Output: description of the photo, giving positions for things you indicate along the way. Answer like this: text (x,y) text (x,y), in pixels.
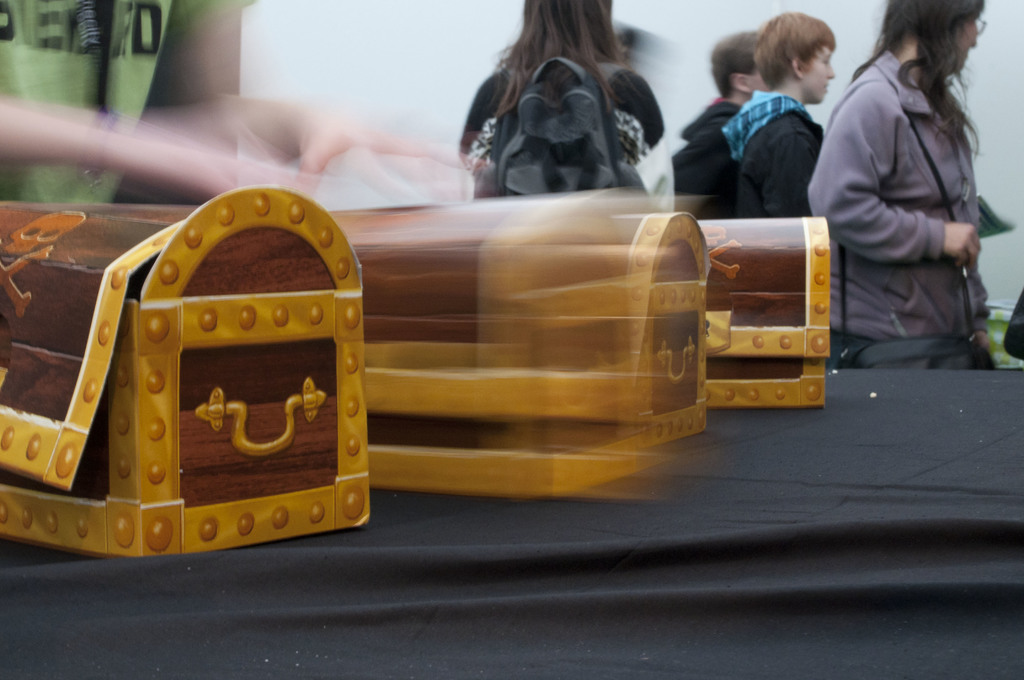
In this image in front (71,666) there is a table (55,645). On top of it there are three wooden boxes (523,406). Behind the table (911,394) there are people (874,108). In the background of the image (379,40) there is a wall (348,44).
